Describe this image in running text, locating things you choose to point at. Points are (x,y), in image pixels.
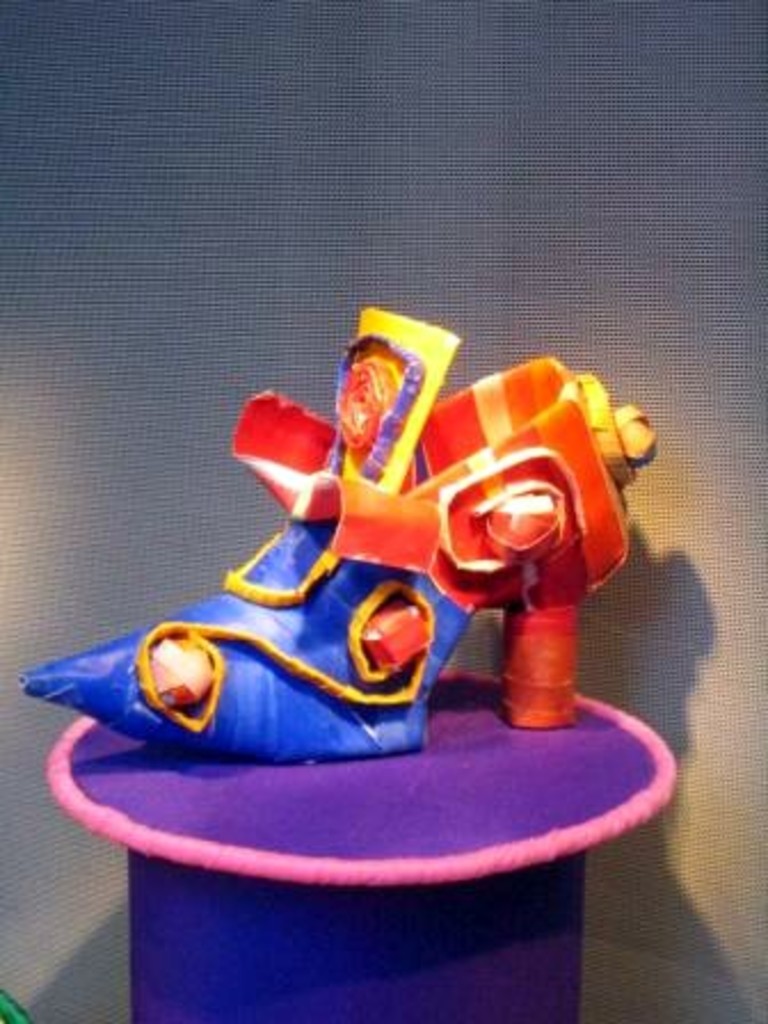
In this image I can see the shoe (256,683) which is in purple. red, yellow and blue color. It is on the purple and pink color surface (290,898). And there is an ash color background (124,139).
